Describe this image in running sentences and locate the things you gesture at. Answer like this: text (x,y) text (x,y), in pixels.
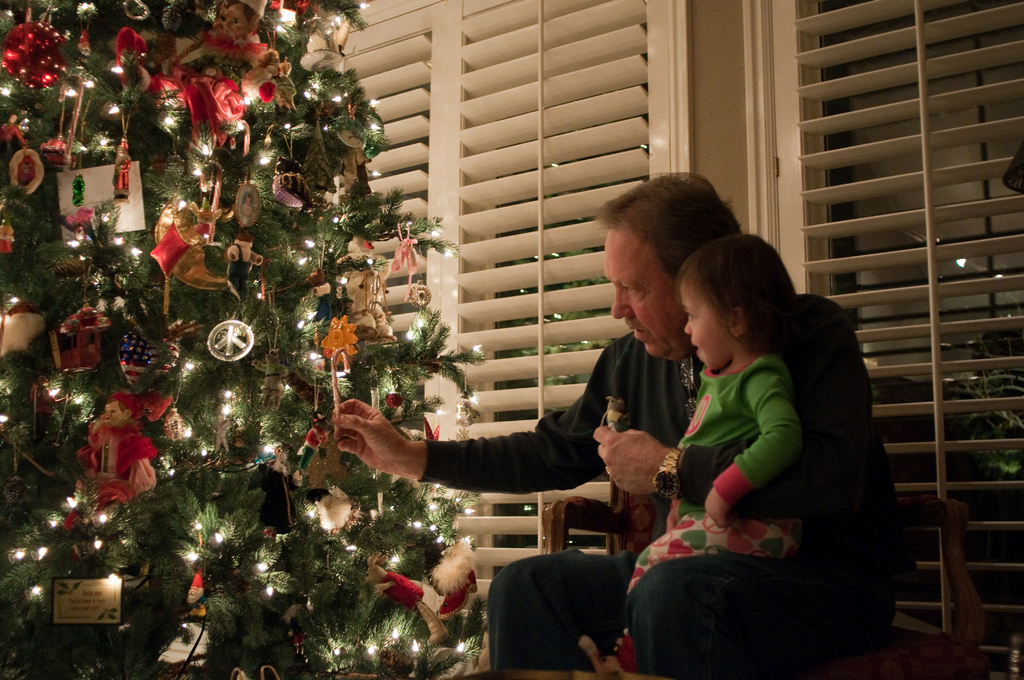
Bottom right side of the image (732,616) a person (669,658) is sitting on a chair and holding a baby (767,321). Behind him there is a window (643,27). Bottom left side of the image (289,572) there is a xmas tree (62,307).
